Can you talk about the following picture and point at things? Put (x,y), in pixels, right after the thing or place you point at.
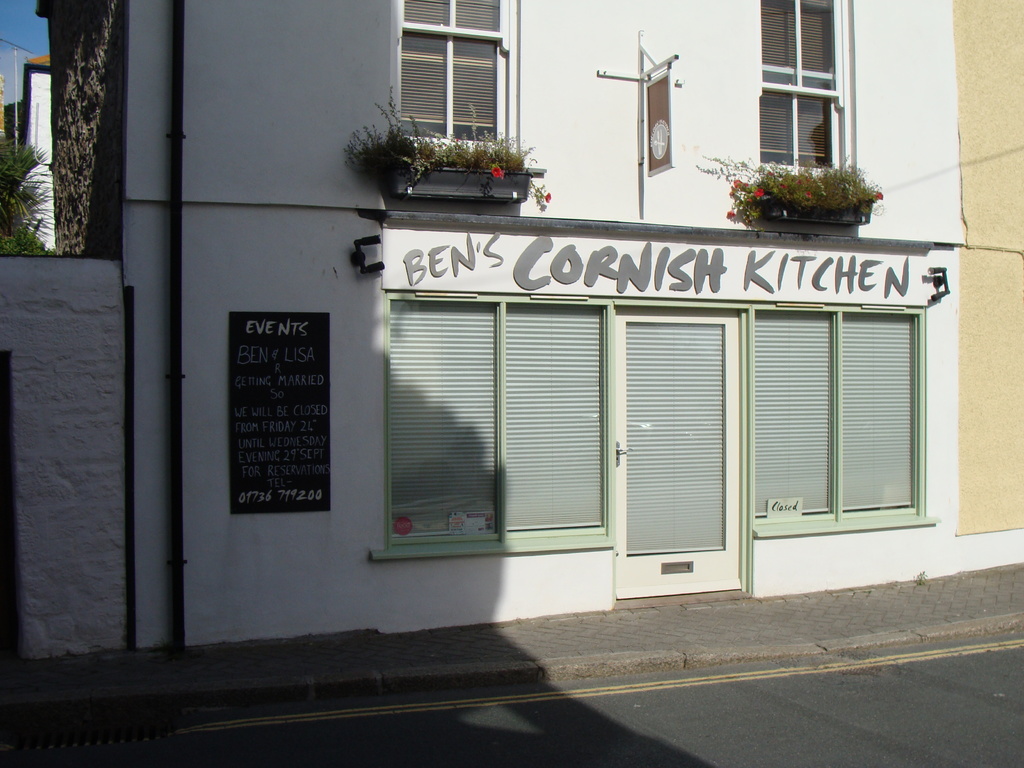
In this image we can see houses (543,40), windows (789,7), a door (659,477), there are boards (309,353) with text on it, there are plants (19,159), a tree (74,139), also we can see the sky (14,35).
